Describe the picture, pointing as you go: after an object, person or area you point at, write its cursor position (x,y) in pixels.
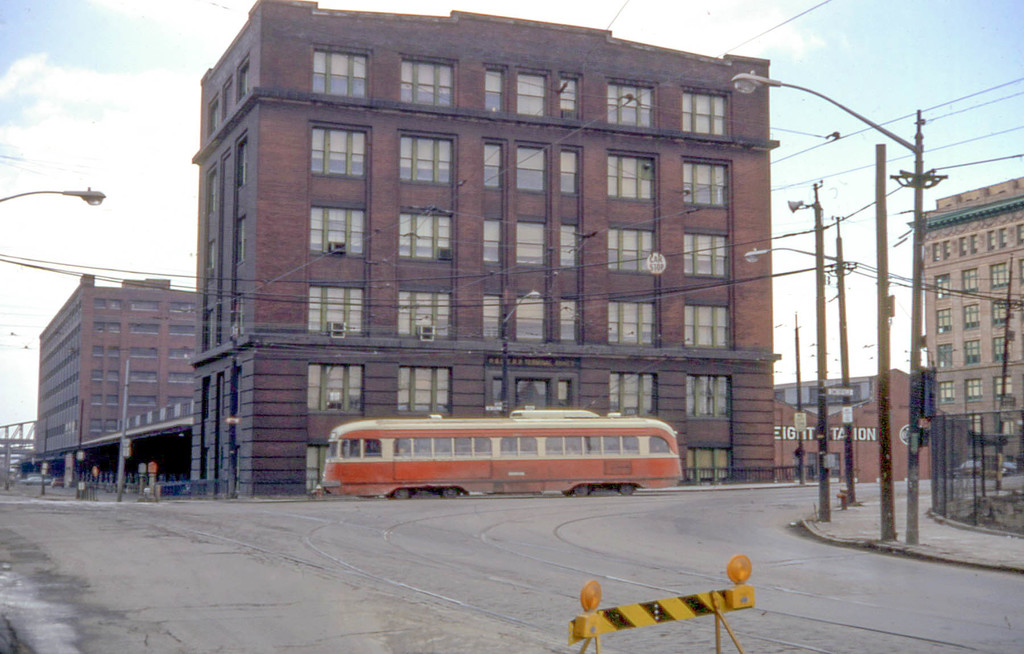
In this image there is a tram (438,462) on the road (591,528). Behind the tram (447,496) there is a building (536,145) to which there are windows (492,164). On the footpath (920,523) there are poles (885,270) and electric wires (854,266). At the top (140,39) there is the sky (82,17). At the bottom (632,616) there is fence (637,619). There are buildings (87,408) beside the road (635,633).
